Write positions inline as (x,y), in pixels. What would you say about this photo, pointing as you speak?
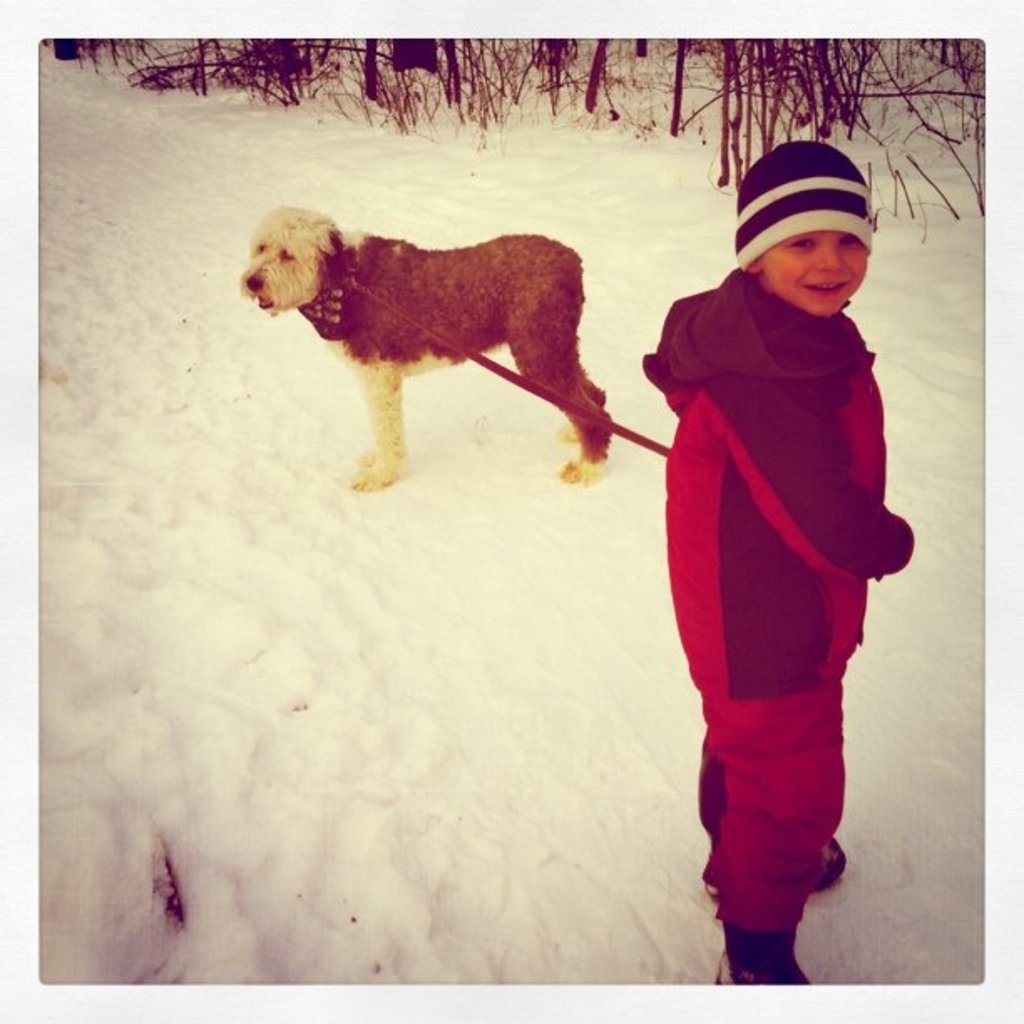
This is the picture of a boy (736,455) who is holding a dog (533,276) in the snow (457,431) and there are some plants (678,77) around.
